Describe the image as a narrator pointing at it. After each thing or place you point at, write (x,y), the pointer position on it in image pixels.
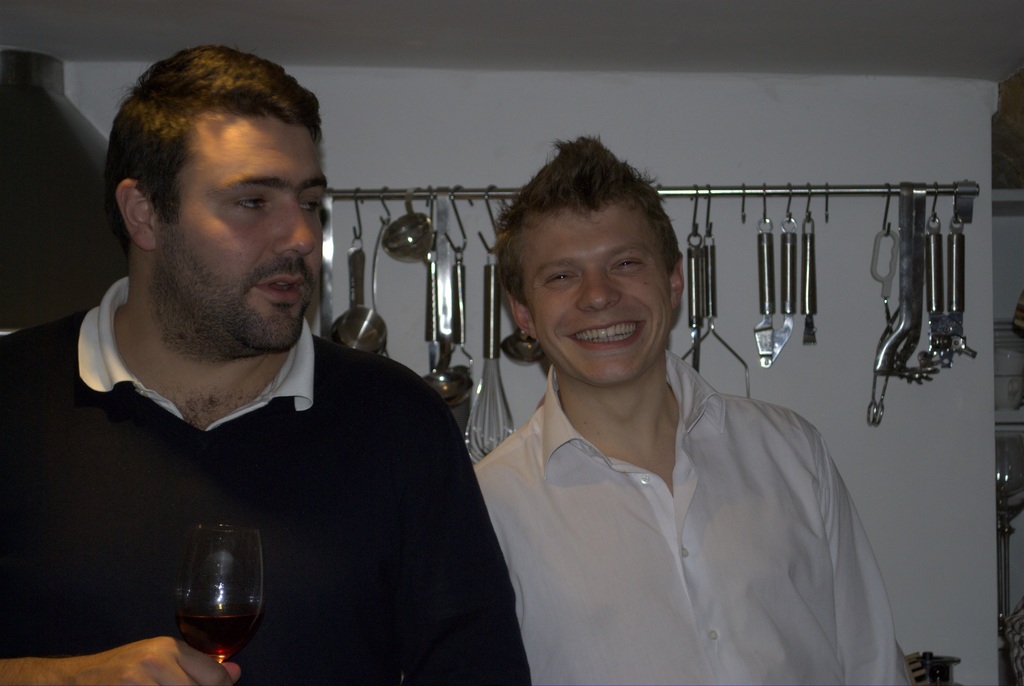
The image is inside the room (718,79). In the image there are two people (383,467) on left side (226,422) there is a man (226,422) holding a glass (243,612) with some liquid content (238,619) in it. On right side (743,481) there is a another man (638,518) wearing a white color shirt (638,518) and smiling. In background (439,202) there are some instruments (422,242) and a wall (778,106) which is in white color.
